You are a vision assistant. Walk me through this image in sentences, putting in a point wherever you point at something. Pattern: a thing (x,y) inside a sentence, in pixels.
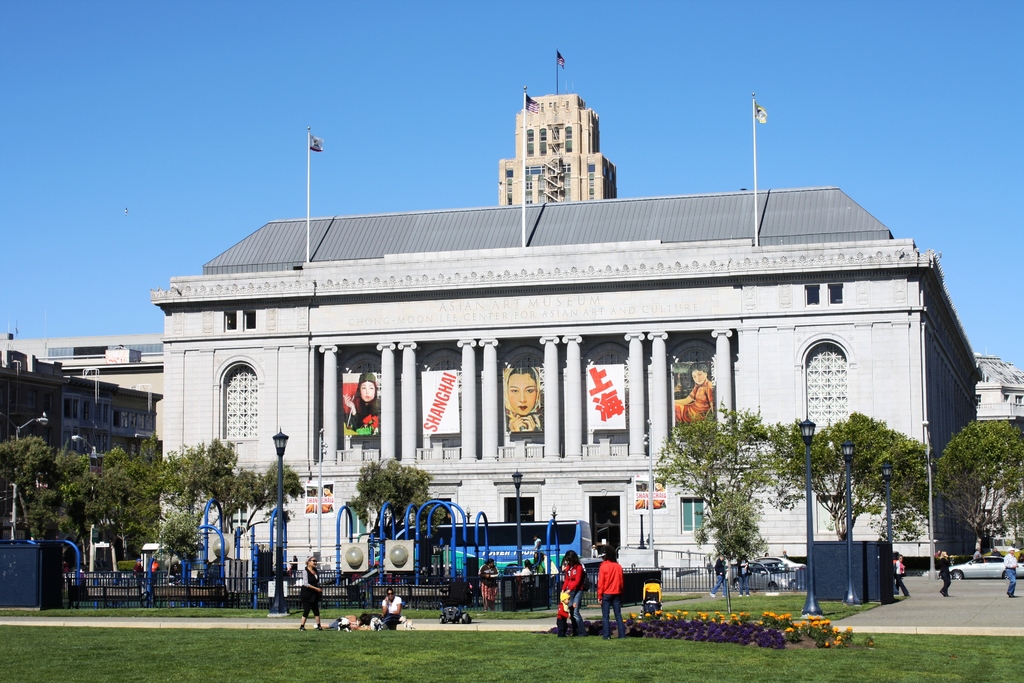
In this image I can see few people (617,597) some are walking and some are sitting, the person (615,610) in front (617,569) is wearing red shirt (609,586), blue pant (604,599). Background (522,533) I can see few vehicles (578,529), light poles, trees (197,493) in green color, buildings (456,437) in gray and cream color and the sky (333,53) is in blue color.
